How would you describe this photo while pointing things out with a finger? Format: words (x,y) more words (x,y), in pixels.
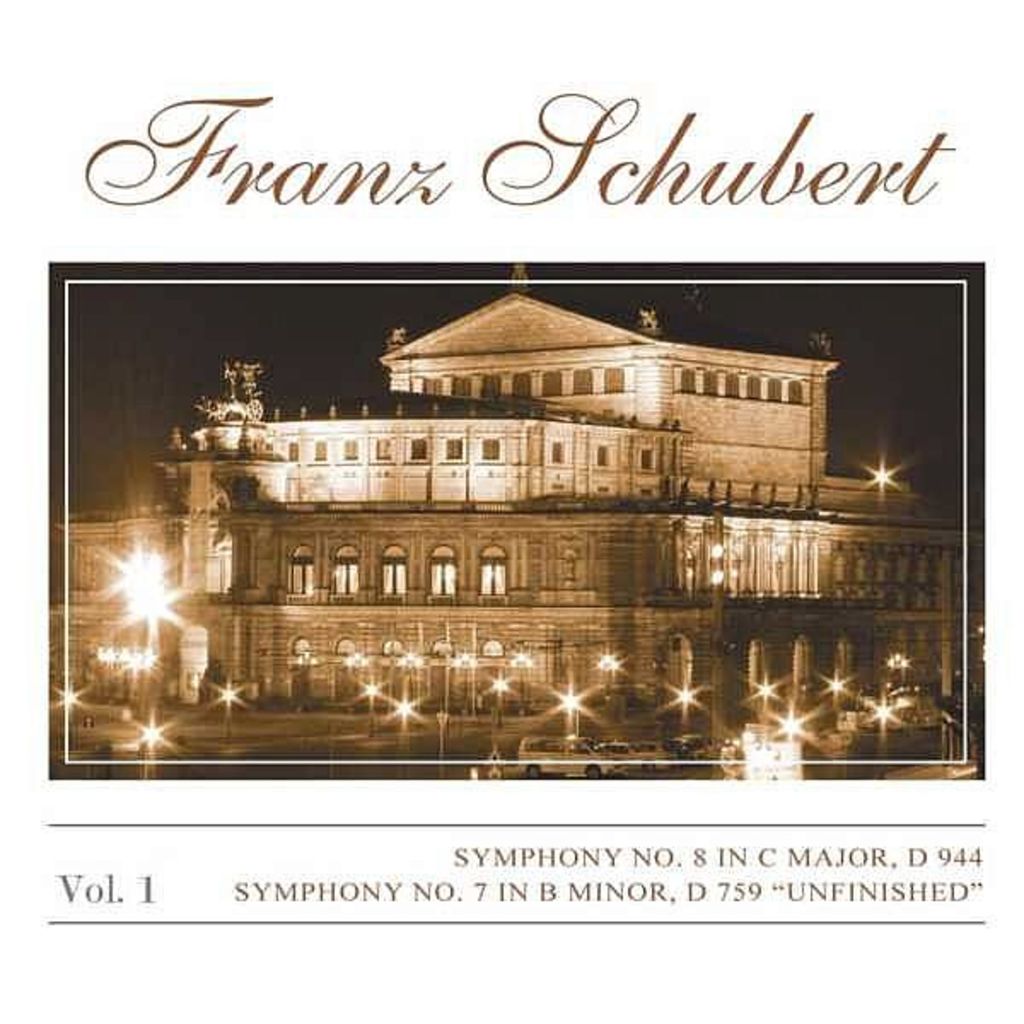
In the picture I can see the building (605,356) and glass windows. I can see the light poles (373,704) in front of the building (526,686) and I can see the cars (665,746) parked on the side of the building (790,676). I can see the text (790,158) at the top (778,133) and at the bottom of the image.
